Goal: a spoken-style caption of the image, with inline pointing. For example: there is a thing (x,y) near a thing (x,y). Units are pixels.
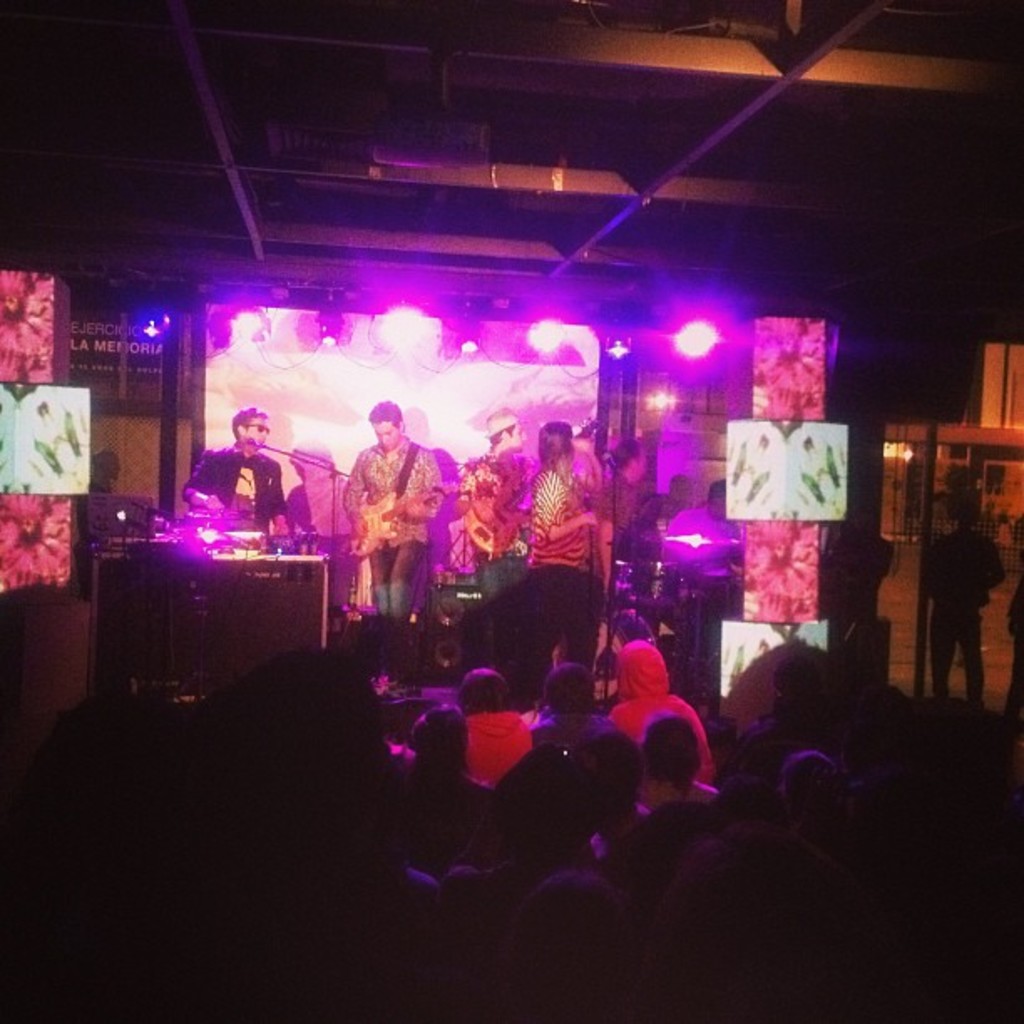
In this image at the bottom (489,765) there are group of people (313,748), and in the center (564,537) there are some people (712,513) who are holding some musical instruments (227,550) and playing. And also there are some lights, boxes (33,347), poles (164,367) and in the background (1022,385) there are buildings (1004,393), board (118,335). On the board (118,335) there is text (126,328), and at the top (574,116) there is ceiling (574,116).
